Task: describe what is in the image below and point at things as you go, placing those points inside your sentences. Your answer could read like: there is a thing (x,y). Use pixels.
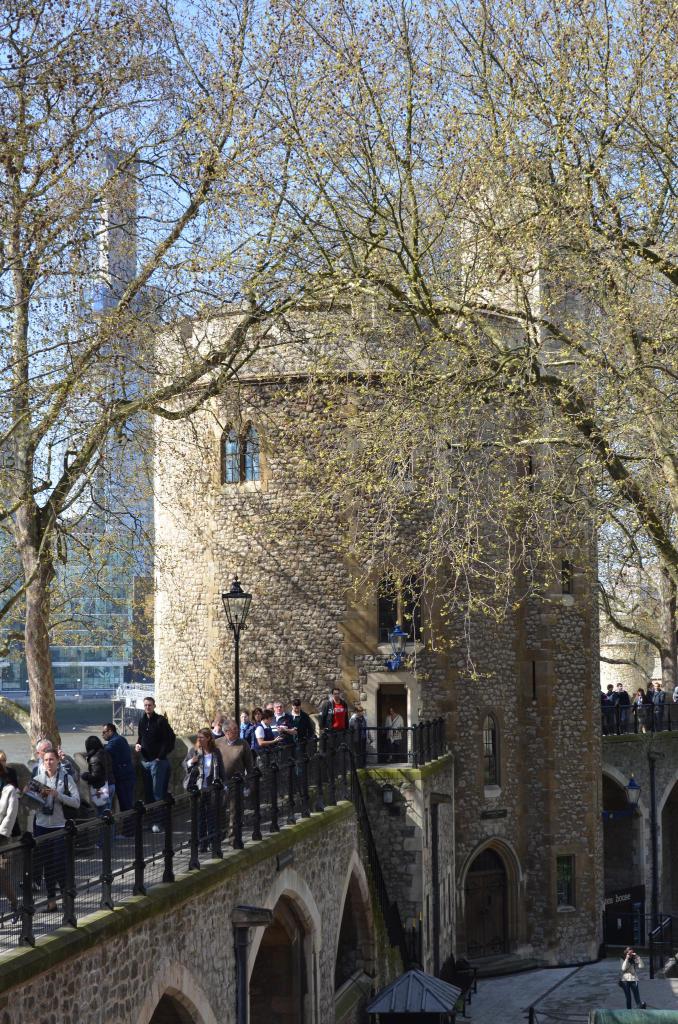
In this picture I can see there are few people (257,747) standing here on the bridge (217,962) and there are trees (153,466) here, there is a building (447,646) in the backdrop (206,649) and the sky (373,270) is clear.
